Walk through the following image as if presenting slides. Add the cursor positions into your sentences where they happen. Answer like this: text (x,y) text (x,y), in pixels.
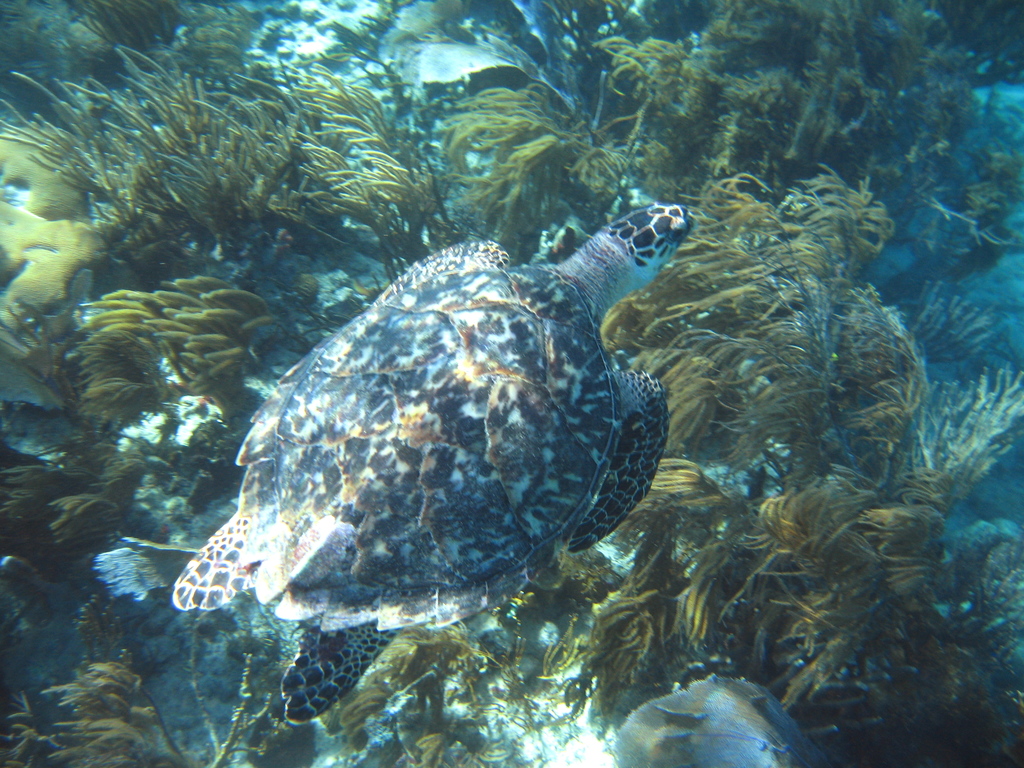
In this picture there is a tortoise (579,408) in the center of the image (525,371), in the water (981,160) and there are aquatic plants (249,117) around the area of the image.
